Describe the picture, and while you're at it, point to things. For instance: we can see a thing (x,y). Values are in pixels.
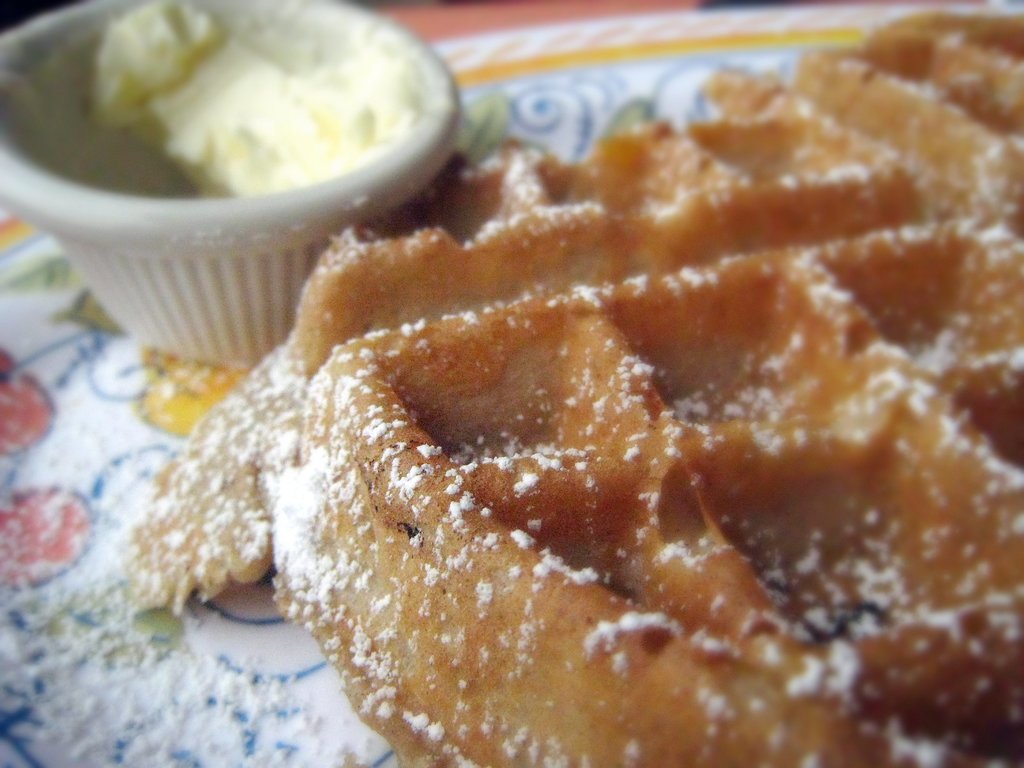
In the picture there is a waffle (457,424) and some cream (289,170) is served on a plate (123,534), on the waffle (407,357) there is some sugar powder (466,557) sprinkled on it.
